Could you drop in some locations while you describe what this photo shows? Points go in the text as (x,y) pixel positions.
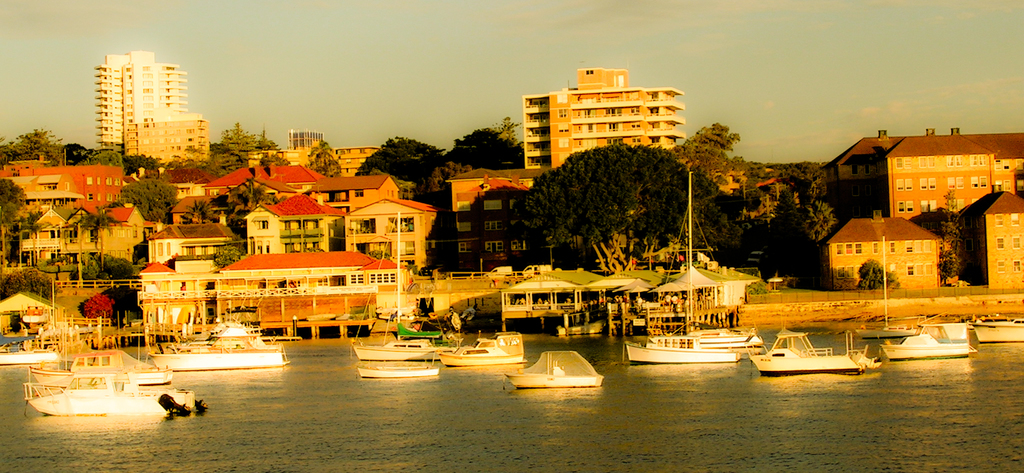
In this image we can see boats (706,337) on the water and at the deck (637,308), buildings (266,288), trees (598,223), poles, roads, fences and sky (829,115) in the background (824,100).
